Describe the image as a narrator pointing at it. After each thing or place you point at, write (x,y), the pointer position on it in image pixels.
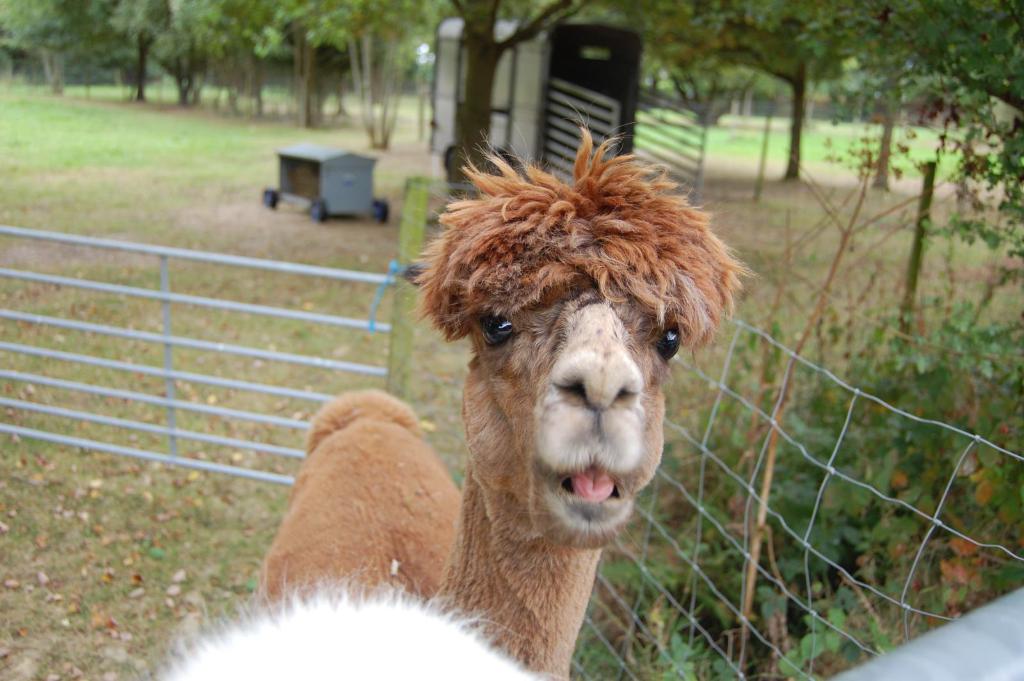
In this image we can see an animal (378,444). We can also see some grass (202,488), fence (377,324), pole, a trolley (317,192), the bark (493,60) of a tree (482,71) and a truck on the ground (398,176). On the backside (388,14) we can a group of trees (757,98).
